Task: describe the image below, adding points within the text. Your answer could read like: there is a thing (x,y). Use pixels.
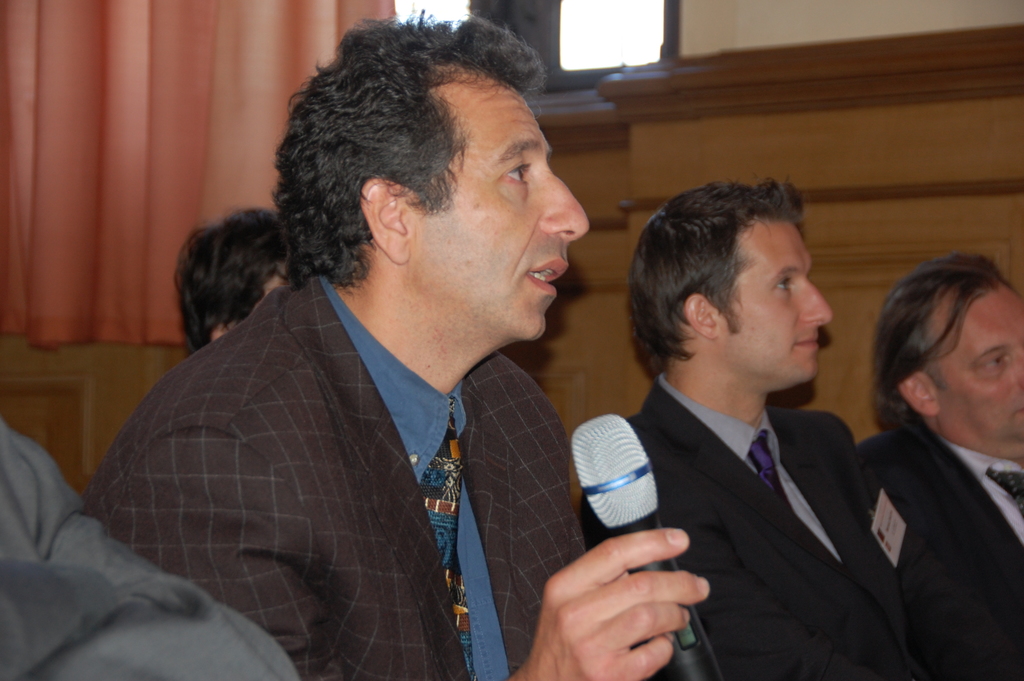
In this image, In the middle (401,384) there is a man (306,464) sitting and he is holding a microphone (645,572), There are some people (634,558) sitting on the chairs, In the background (702,146) there is a brown color wall (787,152), In the left side (61,270) there is a orange color curtain (156,89).
